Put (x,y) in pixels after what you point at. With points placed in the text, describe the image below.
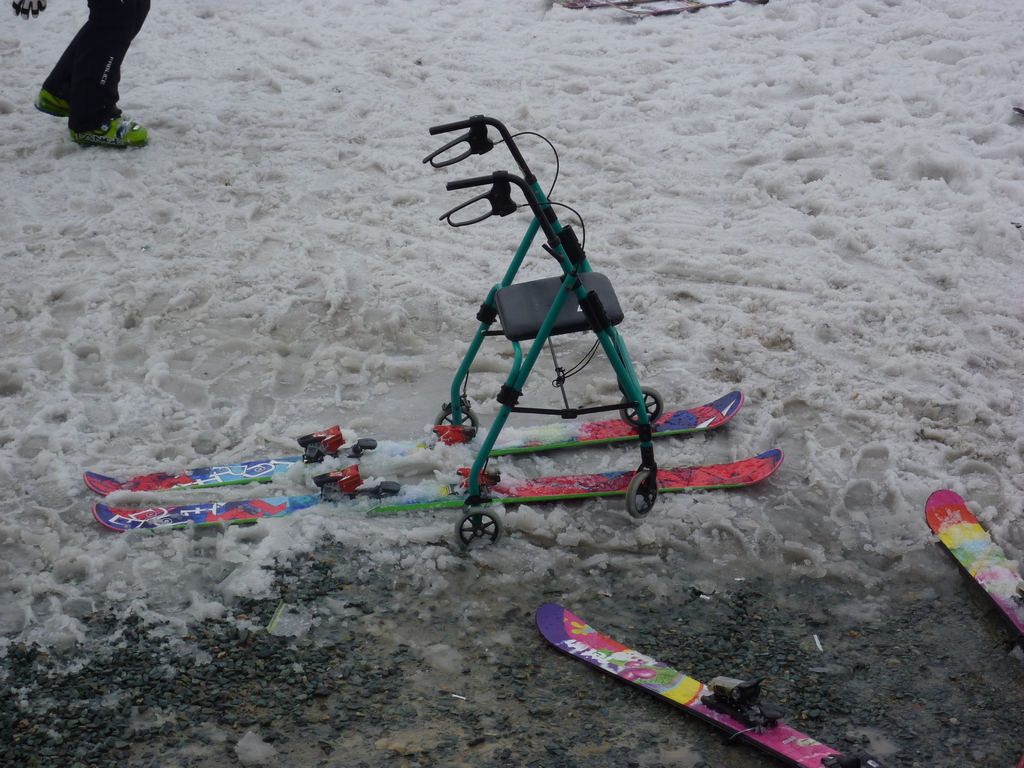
In the center of the image (511,382) we can see a walking aid (605,307) with the seat (580,304) and handles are placed in the snow (513,569), we can also see some skis (992,579) placed on the ground (418,540). At the top of the image (125,19) we can see a person (104,96) standing on snow (76,169).
